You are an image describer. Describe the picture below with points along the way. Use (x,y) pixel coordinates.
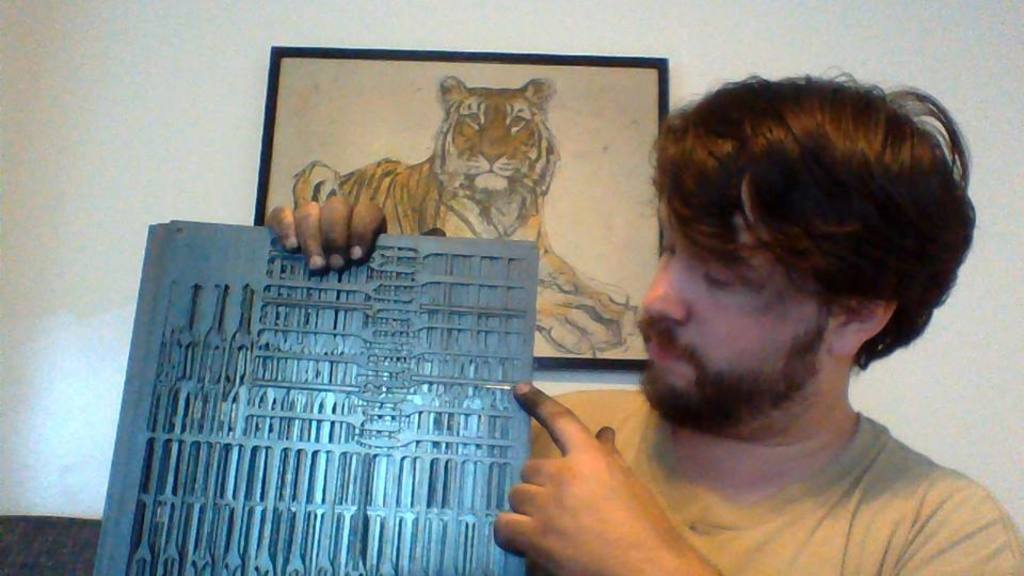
In this image I can see a person (803,152) is holding an object (367,373) in hand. In the background (263,21) I can see a wall (162,151) and a photo frame (576,169). This image is taken may be in a room (188,482).
